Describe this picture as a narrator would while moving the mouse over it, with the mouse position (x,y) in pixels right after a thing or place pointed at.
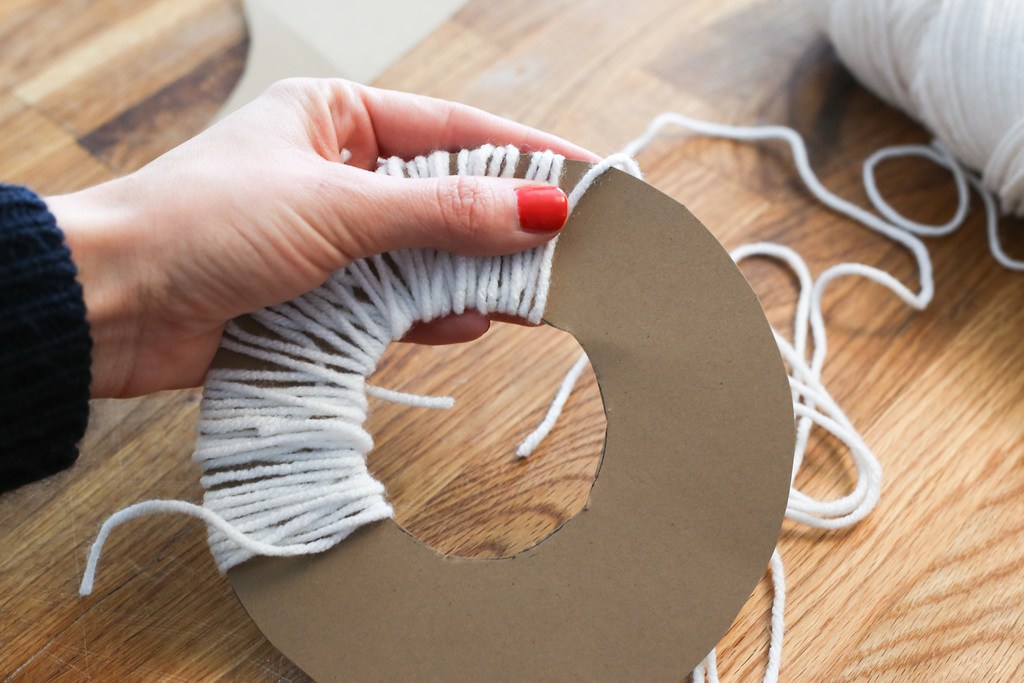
In the left middle of the image (270,436), a persons hand (485,125) is visible, holding a cardboard (695,342) and thread bundle (908,60) which is kept on the table (771,109). This image is taken inside a room (694,279).
